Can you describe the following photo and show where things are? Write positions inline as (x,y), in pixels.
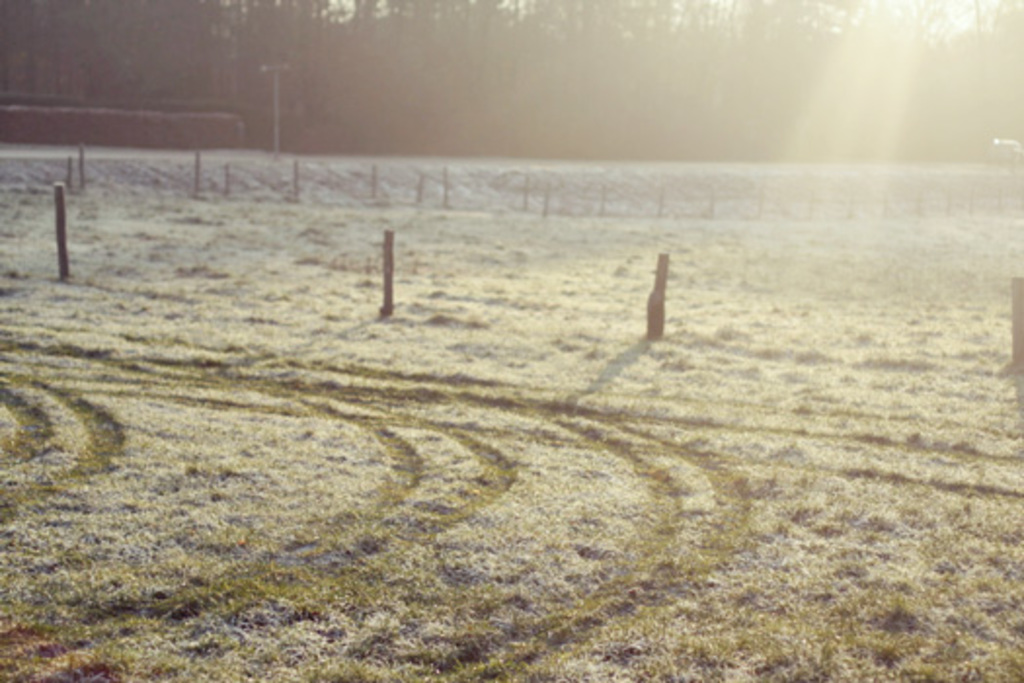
In the front of the image (124,586) there are wooden logs (663,274) and dried grass (453,416). In the background of the image (774,126) there is a pole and trees (232,41).
